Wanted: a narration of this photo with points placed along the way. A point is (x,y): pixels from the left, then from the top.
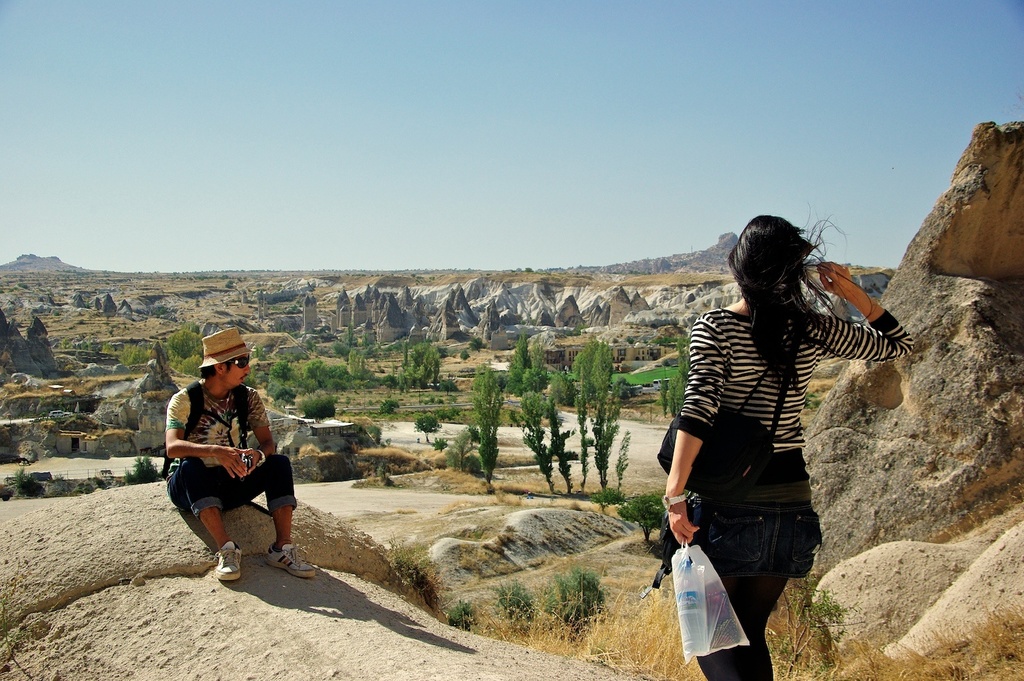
In this image I can see a person (766,300) standing wearing black and white shirt (740,353), black pant (769,531) and holding a cover (715,578), in front (254,425) I can see the other person (238,429) sitting, at the back (427,358) I can see trees (517,389) in green color, few mountains (421,311) and sky (419,137) in blue color.
